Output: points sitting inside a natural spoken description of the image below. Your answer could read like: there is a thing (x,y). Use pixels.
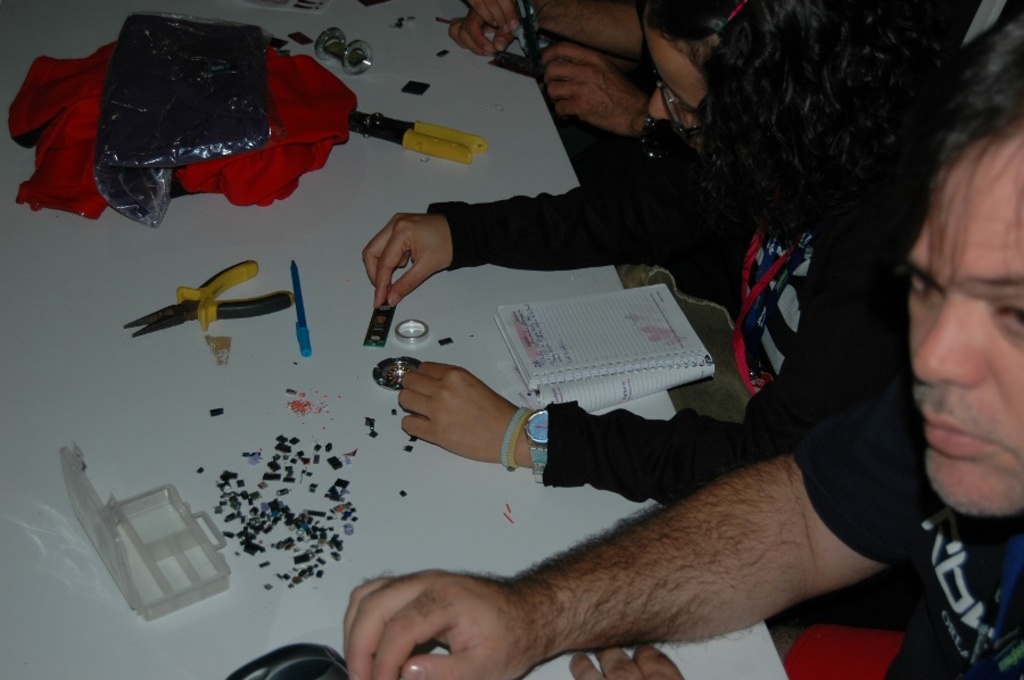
In this image there are people (533,249) and white table (33,452). On the table (435,541) there is a book (581,390), box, tools (441,153), cloth (278,161) and objects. Among them two people (702,452) are holding objects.
